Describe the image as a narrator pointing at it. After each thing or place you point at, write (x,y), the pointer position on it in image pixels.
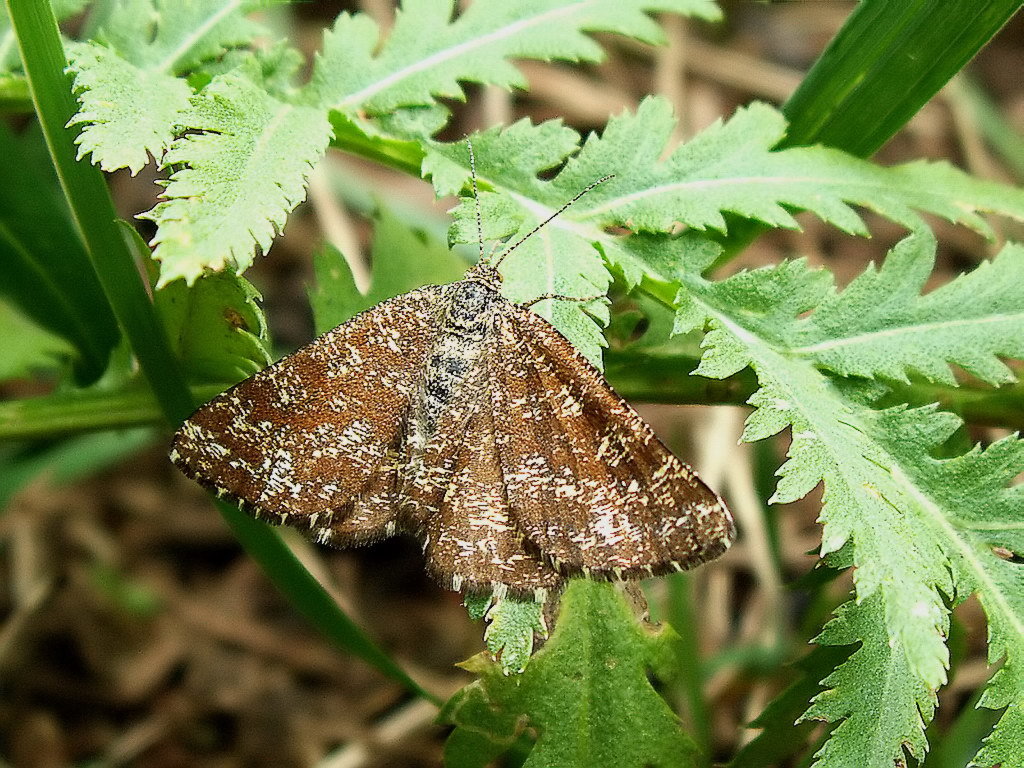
This picture is clicked outside. In the center (504,429) there is a moth (455,322) on the leaf (581,246) of a plant (555,180). In the background (321,618) we can see the green leaves (287,193) of the plant (287,193) and some other objects (544,87) which seems to be the dry stems (327,669).
